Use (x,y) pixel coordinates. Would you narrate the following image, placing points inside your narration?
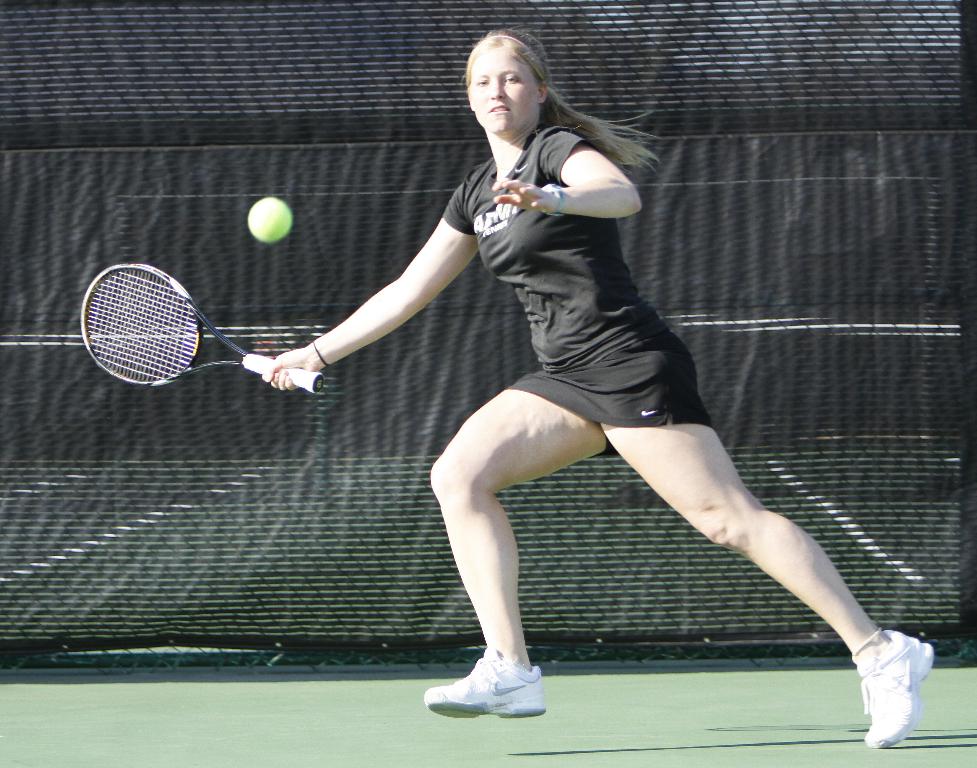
In the image I can see a person (510,407) who is holding the racket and behind there is a net (366,531).
